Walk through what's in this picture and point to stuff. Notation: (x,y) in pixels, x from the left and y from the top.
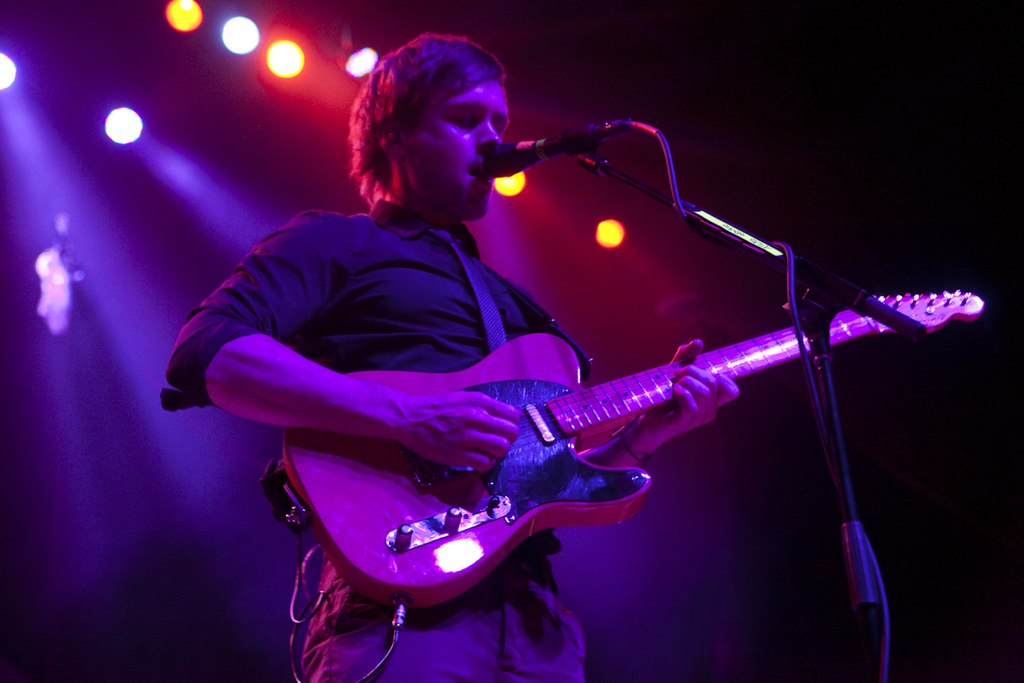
This image is taken in a concert. In this image the background (231,33) is dark and there are a few lights (132,138). In the middle of the image (463,258) a man (465,340) is standing and he is holding a guitar (509,450) in his hands (500,415). He is playing music and he is singing. There is a mic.
